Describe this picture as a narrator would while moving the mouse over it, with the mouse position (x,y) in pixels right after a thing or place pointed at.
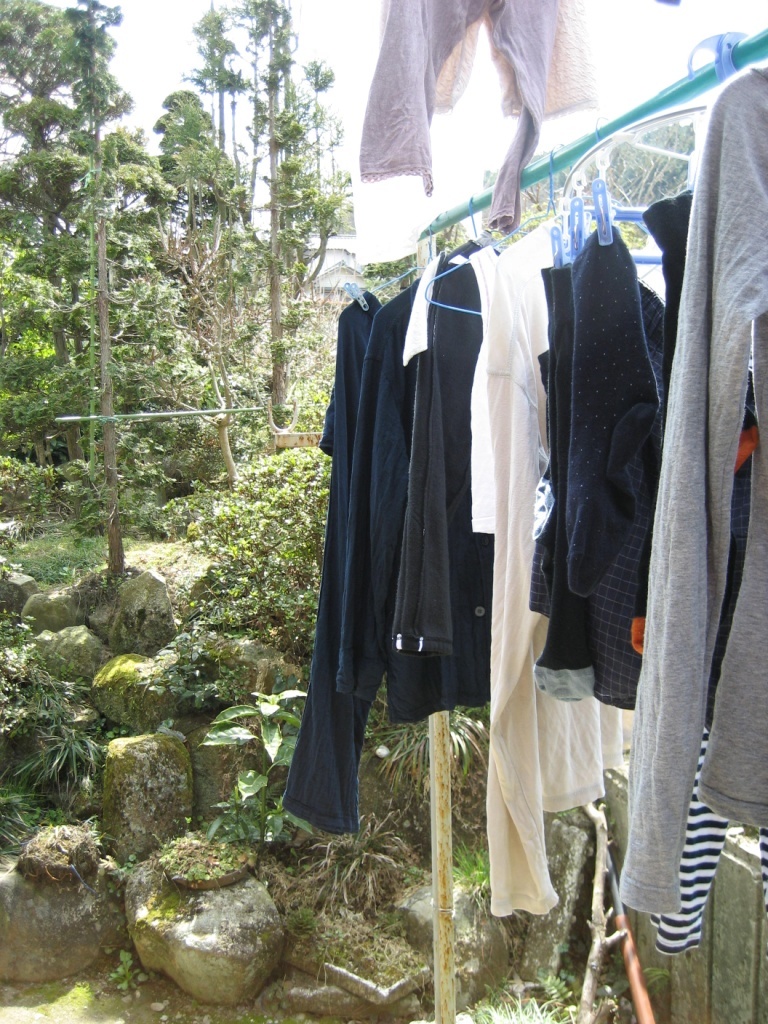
On the right side (751,159) there are clothes (709,179) hanged to a pole (700,90), in the background (233,245) there are trees (156,406) and rocks (177,812).
